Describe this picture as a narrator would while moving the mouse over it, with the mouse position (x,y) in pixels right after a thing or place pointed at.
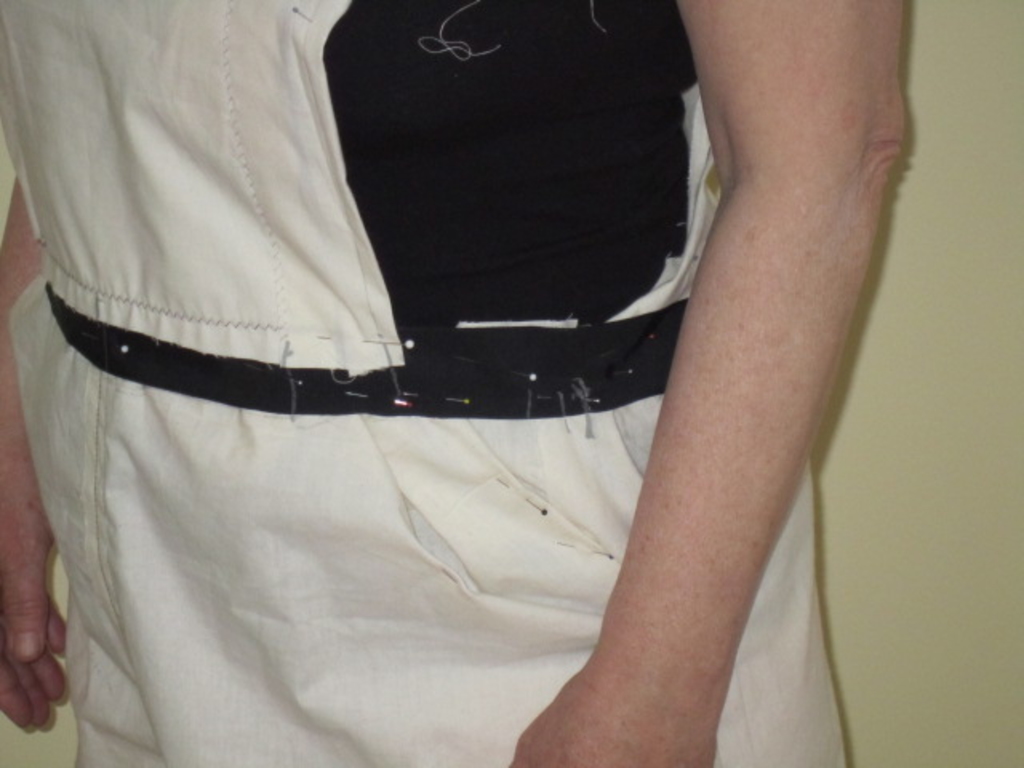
In this image I can see the human hands (693,407) and the dress (388,385) in black and white color.
